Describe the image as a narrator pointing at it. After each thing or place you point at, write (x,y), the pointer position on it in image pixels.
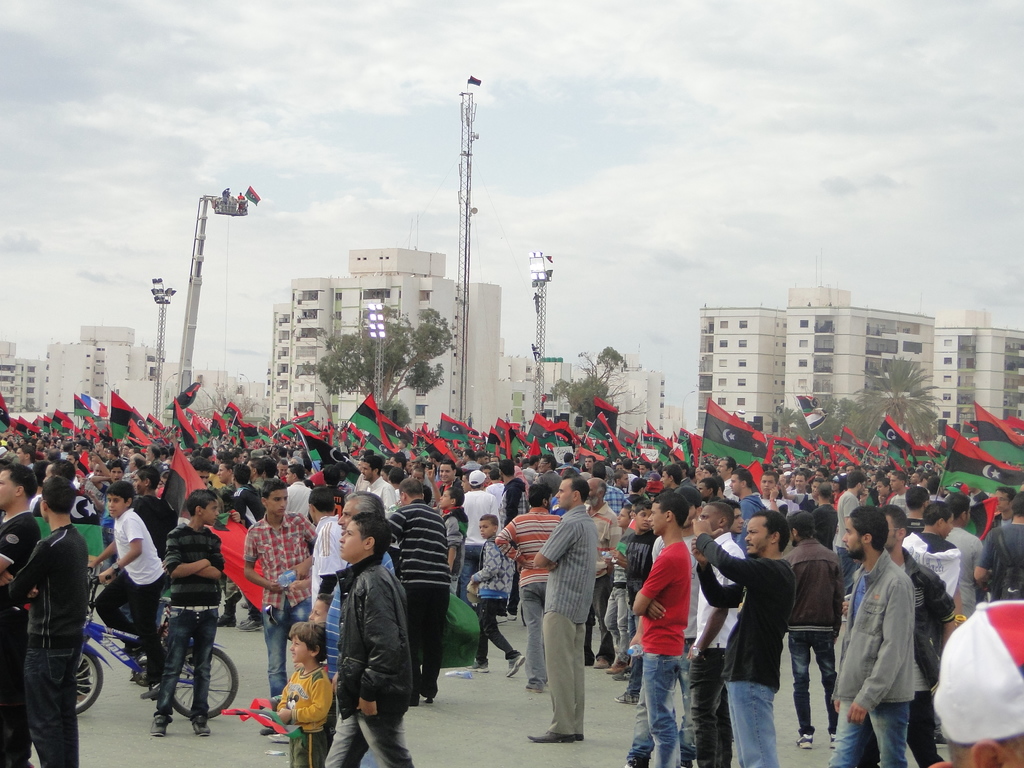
In this image I can see group of people (705,483) holding flags (723,455). Flag (723,453) is in red, black, white and green color. I can see a person (153,619) is on the bicycle (118,637). Back I can see buildings (296,344), trees (416,349), light-poles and cranes (186,341). The sky (522,145) is in blue and white color.
